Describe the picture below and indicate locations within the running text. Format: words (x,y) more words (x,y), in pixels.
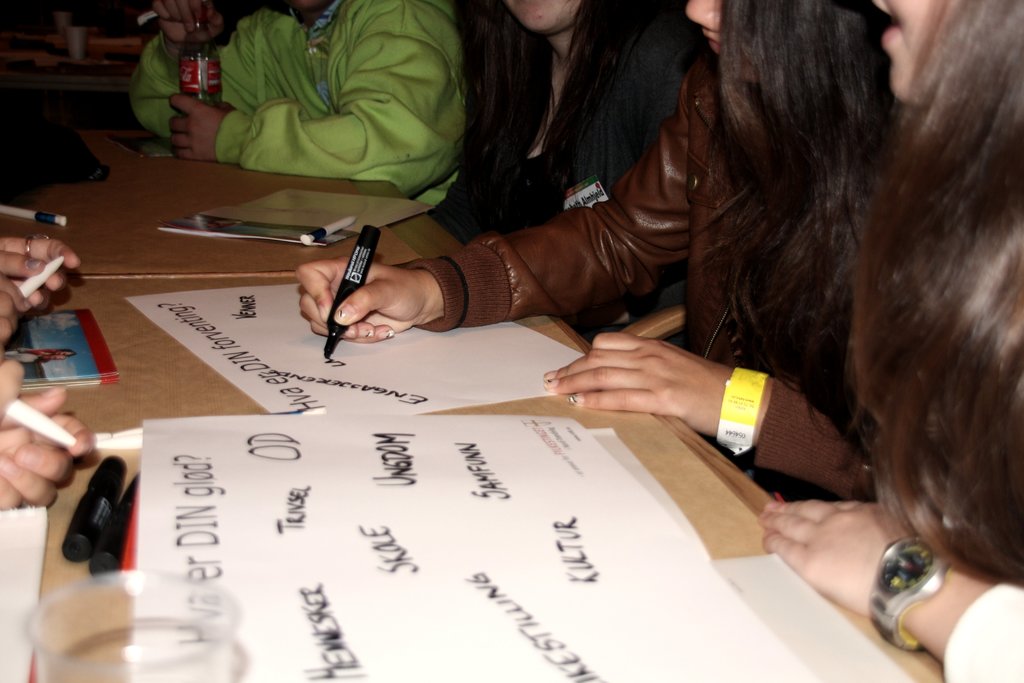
On the left side (47,287), there are hands (10,402) of the persons (25,272) holding two white color objects (22,411). On the right side (699,96), there are persons (818,129) sitting in front of the tables (266,252), on which there are sketches (133,496), documents (358,500) and other objects (106,383). One of them is holding a sketch (326,346) and writing something on a white color paper (240,341). In the background (364,24), there is a person (337,31) in a green color jacket (339,86), holding a bottle (219,100).
